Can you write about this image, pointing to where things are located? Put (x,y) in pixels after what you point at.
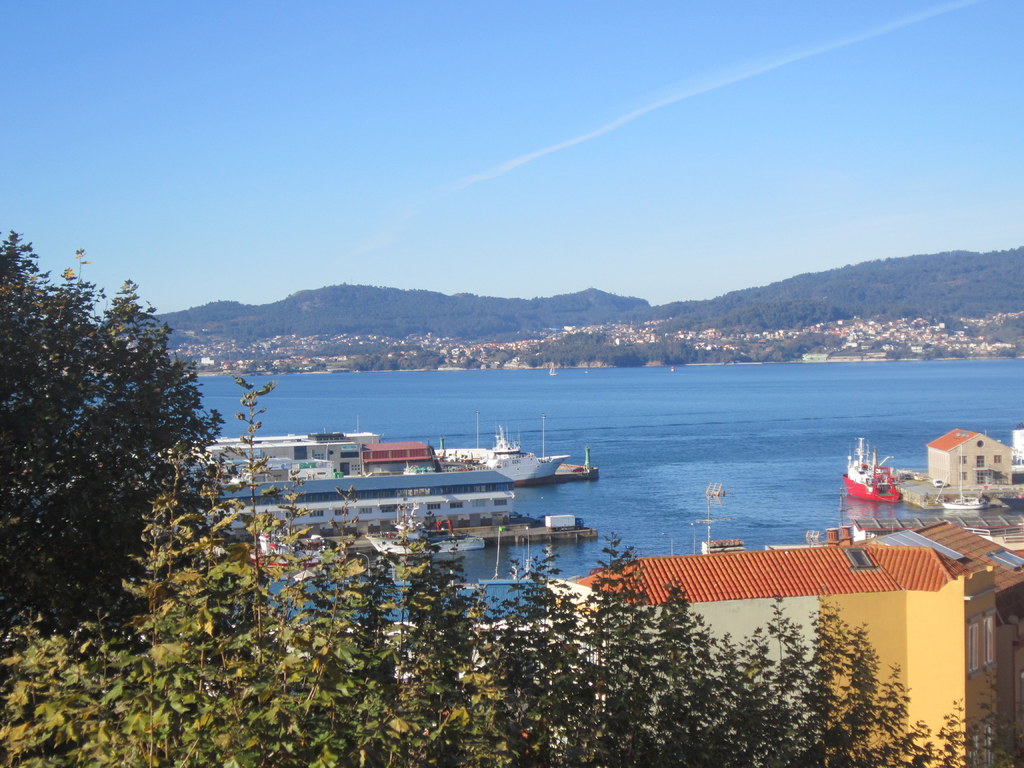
In this image I can see many ships (520,479) on the water (599,468). To the side of the water (676,516) I can see many houses (853,571). The water (605,507) are in blue color. In the background (731,330) there are many trees (534,359), mountains (489,328) and the blue sky (220,199). To the left (121,546) I can also see the trees (211,675).
